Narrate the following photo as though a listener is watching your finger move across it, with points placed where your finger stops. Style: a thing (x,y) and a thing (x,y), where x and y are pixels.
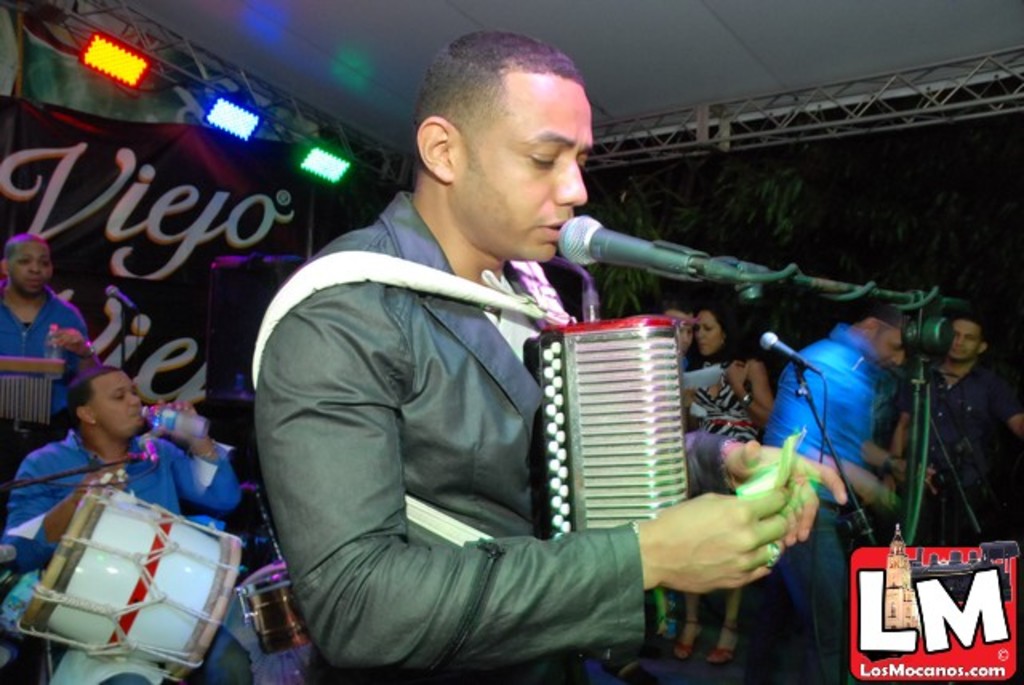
There is a man (528,444) singing on the mike (605,250) and he is holding an accordion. Here we can see few persons (777,597), mike's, musical instruments (131,560), and lights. In the background (715,298) we can see a banner (185,281) and trees (888,254).
